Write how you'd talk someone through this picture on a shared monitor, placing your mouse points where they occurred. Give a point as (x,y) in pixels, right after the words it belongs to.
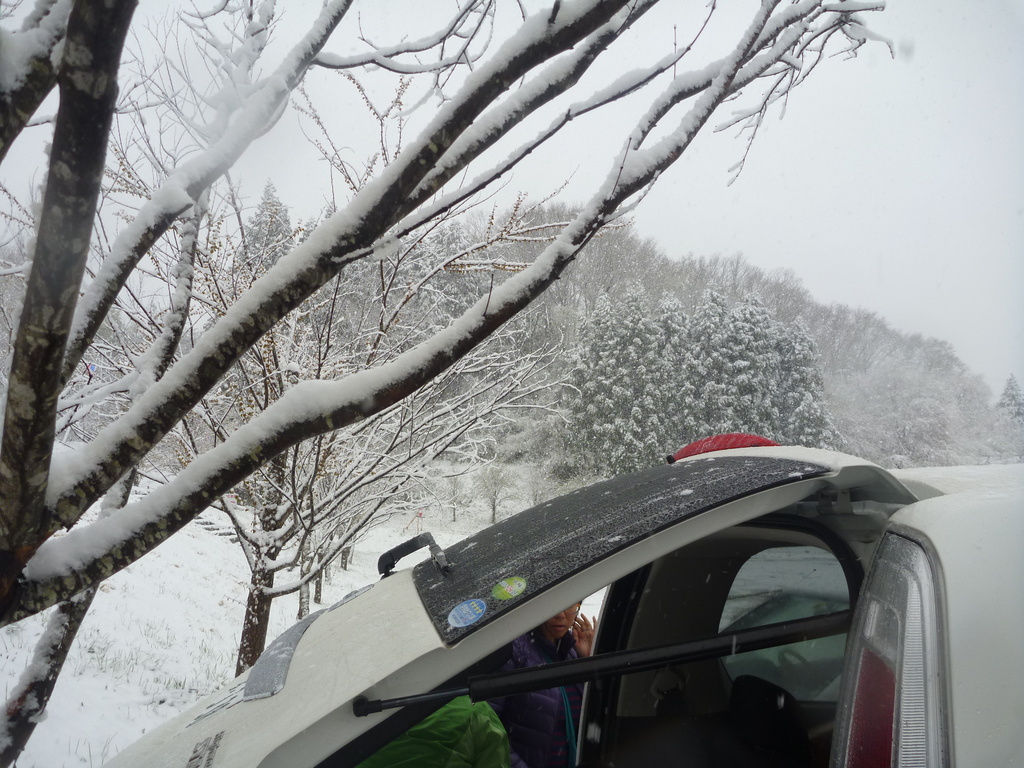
In the center of the image (450,306) we can see trees (51,160), snow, car (660,470), person (560,637) and sky (886,155).
